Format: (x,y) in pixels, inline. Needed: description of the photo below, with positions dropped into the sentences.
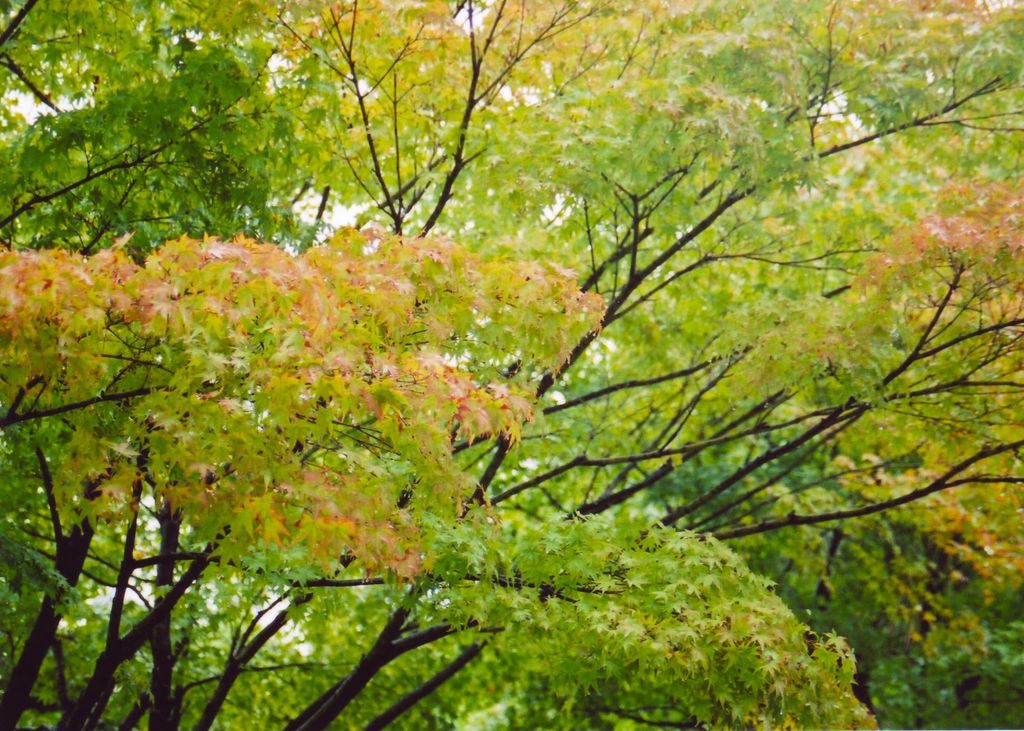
In this image, we can see trees (456,272).
